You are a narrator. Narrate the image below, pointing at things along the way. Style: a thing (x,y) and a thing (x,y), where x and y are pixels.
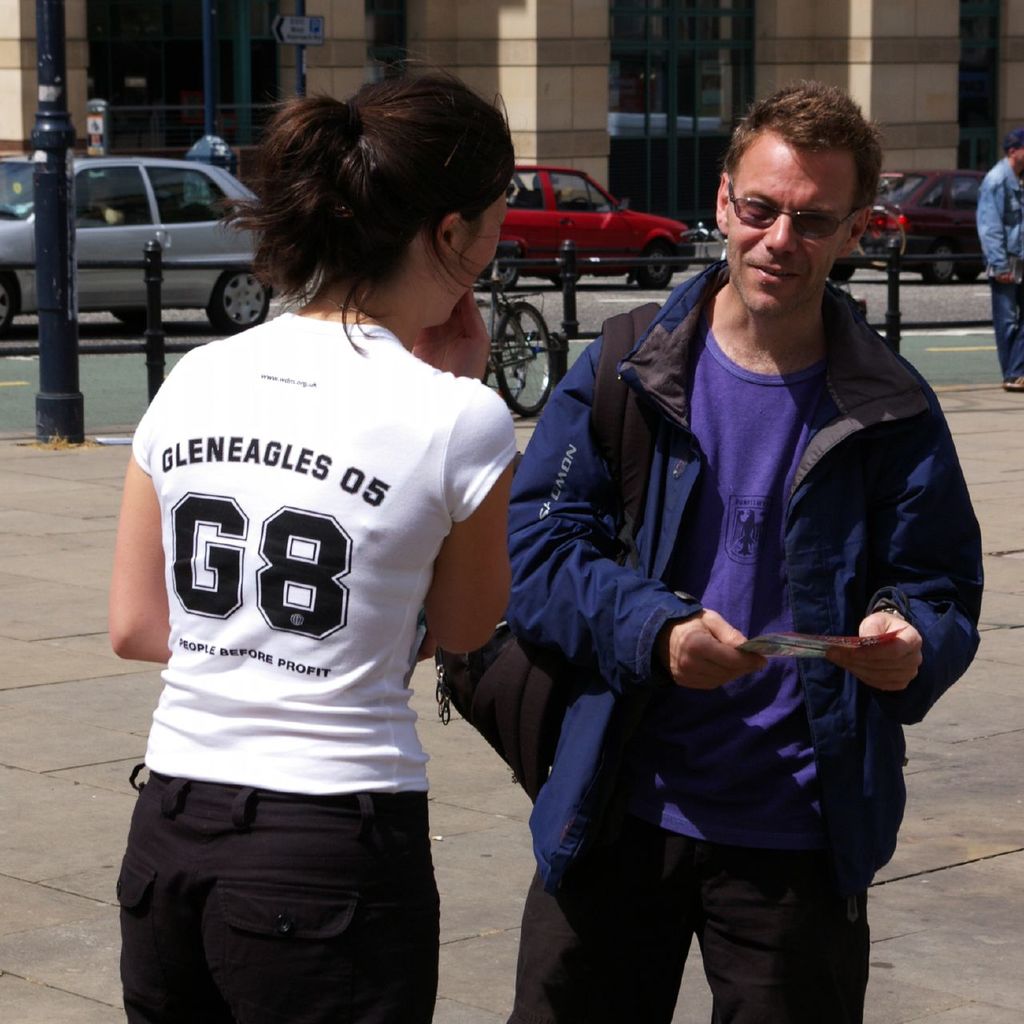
Here we can see three persons (710,473) and there is a bicycle (505,390). There are cars (509,216) on the road (977,343). Here we can see poles (65,260) and boards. In the background (450,66) there is a building (926,108).
